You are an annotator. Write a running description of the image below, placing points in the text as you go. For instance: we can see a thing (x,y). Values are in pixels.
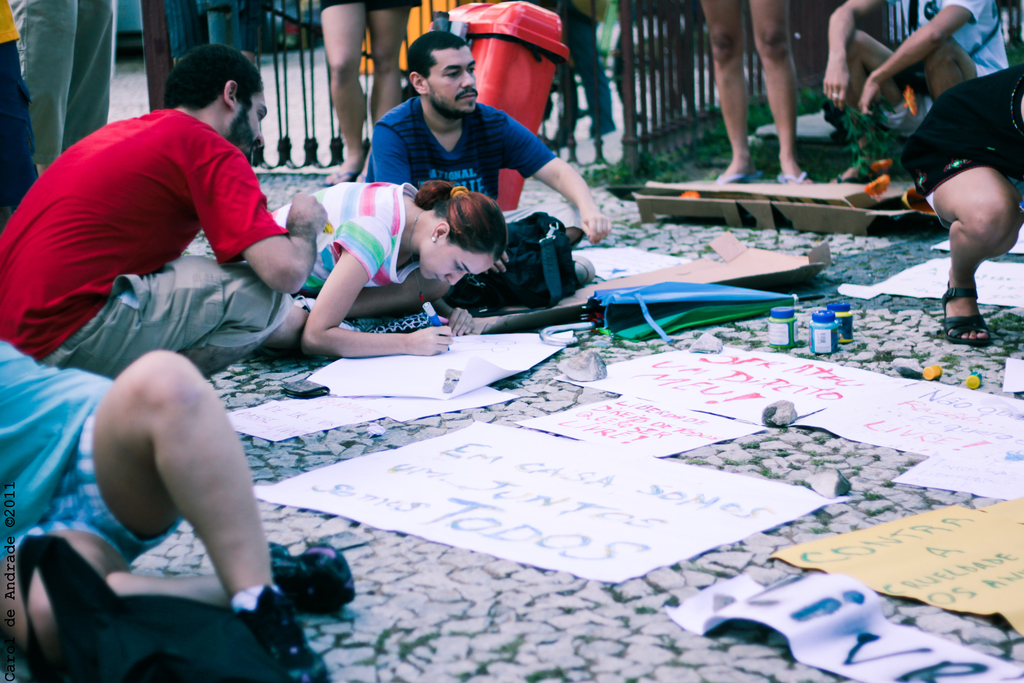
In this picture there is a woman (426,258) who is wearing t-shirt (386,227) and holding a pen (424,303). She is writing something on the paper (446,371) there is a man (419,55) who is wearing blue t-shirt (478,154) and holding a bag (508,272). On the left (89,175) there is a man (216,229) who is wearing t-shirt (113,203), shorts (202,304) and he is sitting on the floor (413,575). At the bottom (286,492) we can see papers (444,521), posters (1018,602), umbrella (714,310) and bag (517,262). In the background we can see the peoples (734,69) were standing near to the fencing (680,58), beside them we can see the grass (830,152).
